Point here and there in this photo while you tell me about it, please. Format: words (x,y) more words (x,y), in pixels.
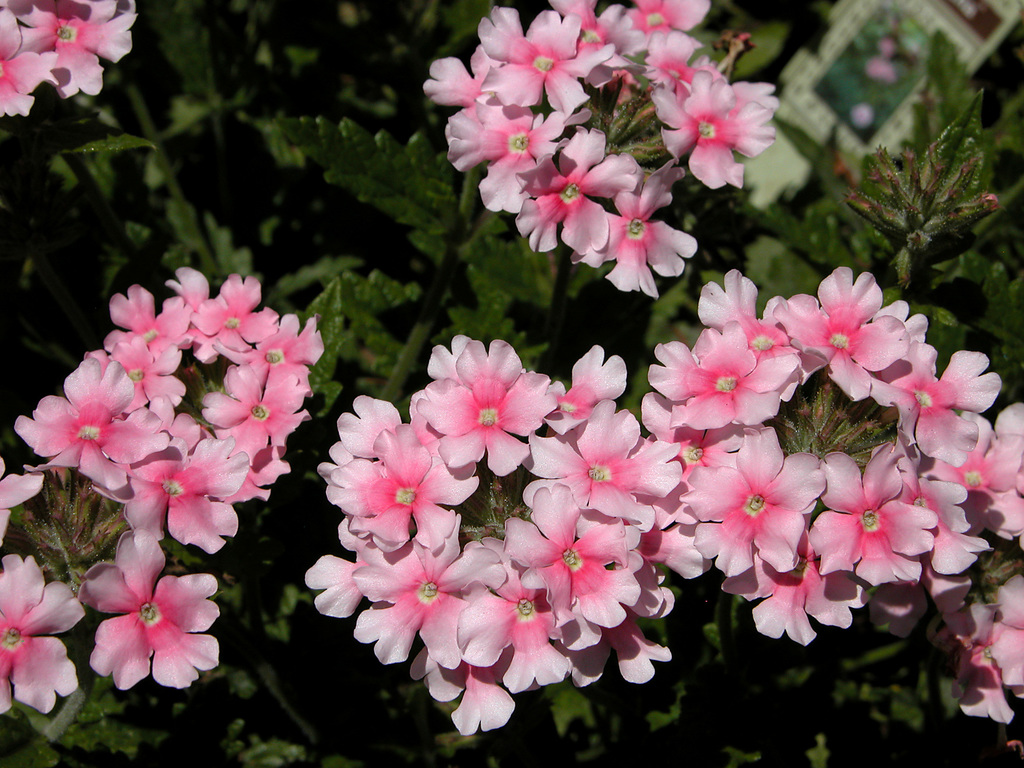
This image consists of flowers (428,472) in pink color. In the background (127,184), there are plants (565,727).
